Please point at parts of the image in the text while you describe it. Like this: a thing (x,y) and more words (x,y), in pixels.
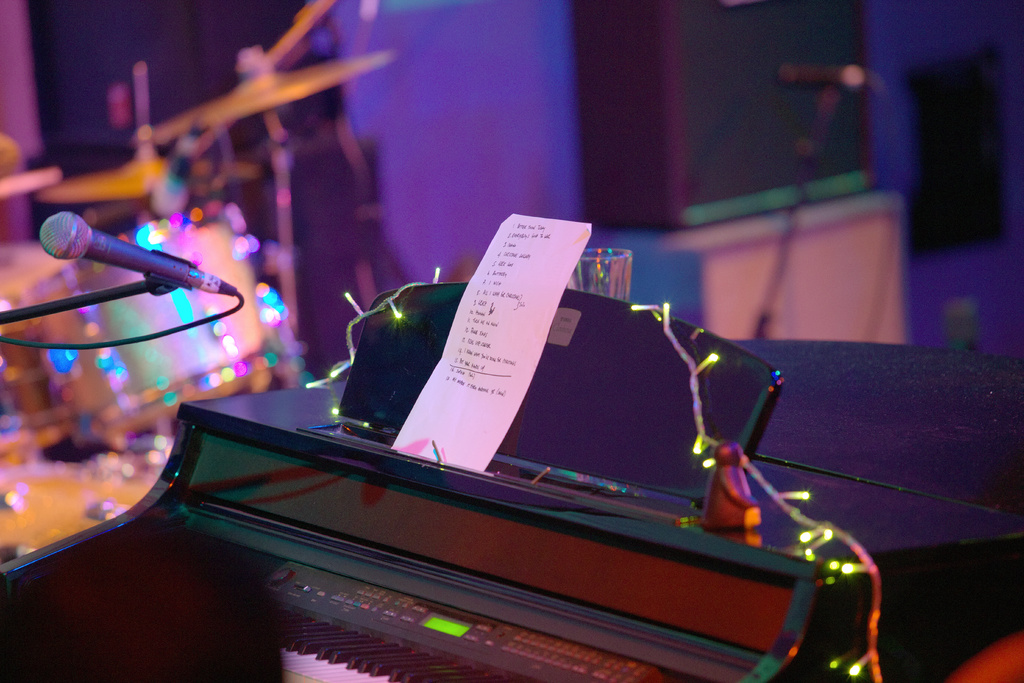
In the image there is a piano (461,609) with a paper (490,301) and mic (193,285) above it with lights (339,405) on it and in the back (195,292) there is a drum kit (137,128).
